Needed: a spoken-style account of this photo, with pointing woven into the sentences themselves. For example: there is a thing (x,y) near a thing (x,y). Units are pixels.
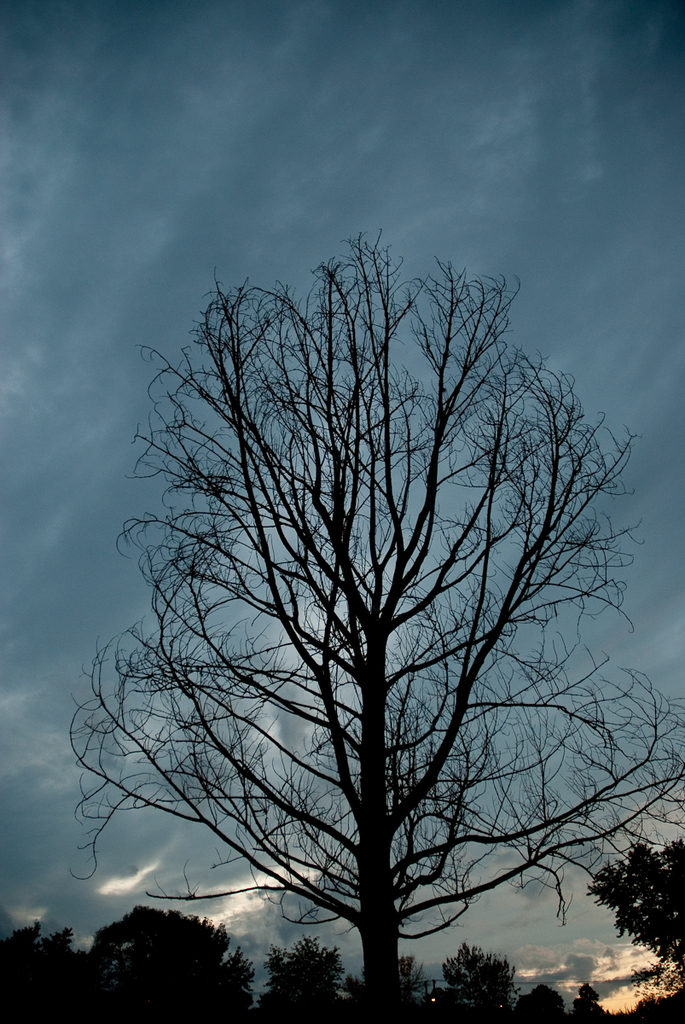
In this image I can see a dark picture in which I can see few trees (349,575) which are black in color. In the background (581,941) I can see the sky (340,171).
